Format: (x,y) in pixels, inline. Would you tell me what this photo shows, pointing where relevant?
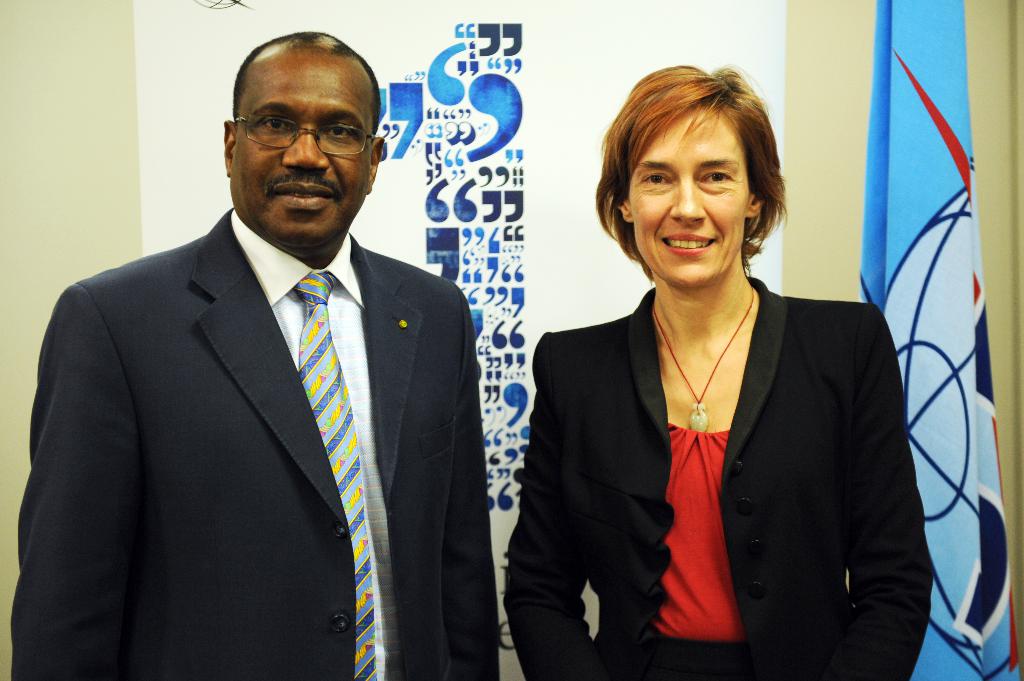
In this picture there is a man (200,339) and a woman (615,172) in the center of the image (603,437) and there is a flag (975,306) and poster (556,54) in the background area of the image (586,101).
